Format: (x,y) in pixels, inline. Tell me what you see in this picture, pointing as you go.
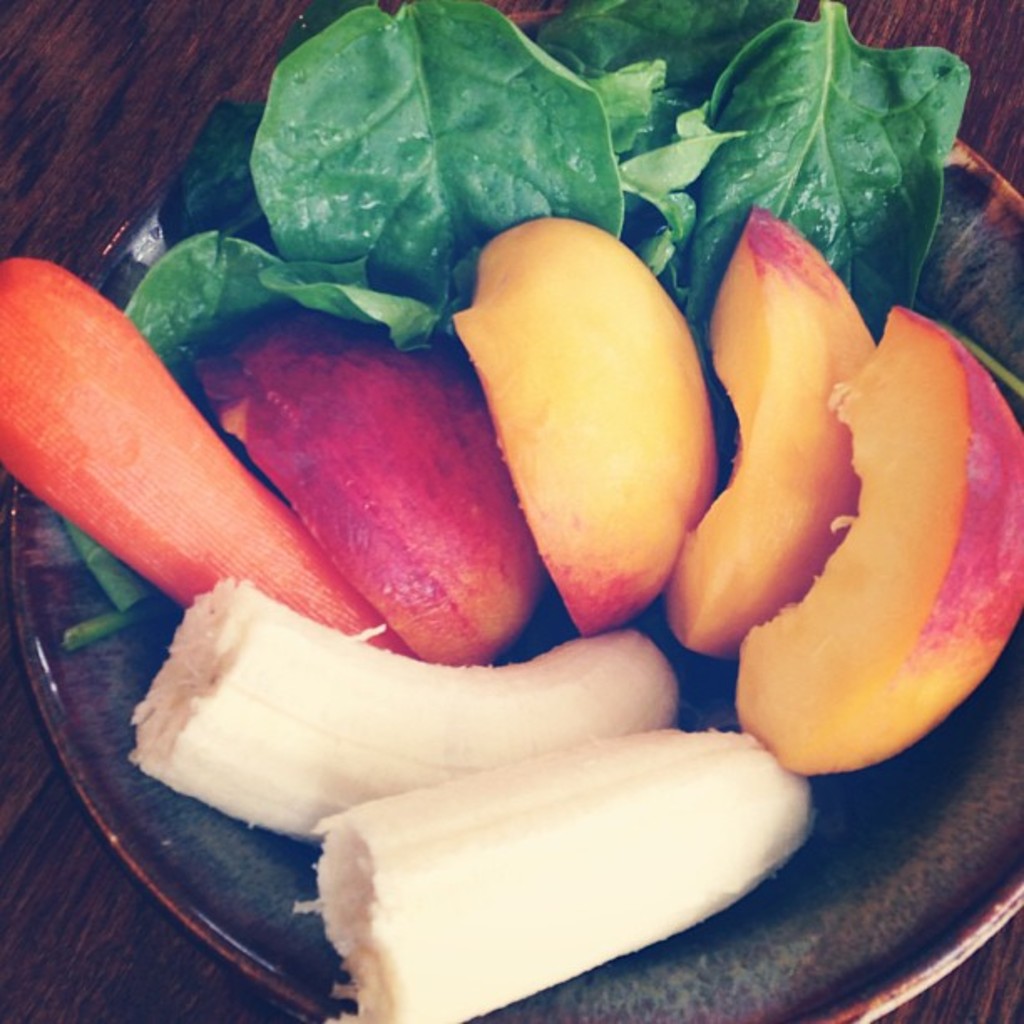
In this image I can see a plate (827,1015) and in it I can see four pieces of a fruit (384,574), two pieces of a banana (323,659) and a carrot like thing (191,446). I can also see few green leaves (393,267).
